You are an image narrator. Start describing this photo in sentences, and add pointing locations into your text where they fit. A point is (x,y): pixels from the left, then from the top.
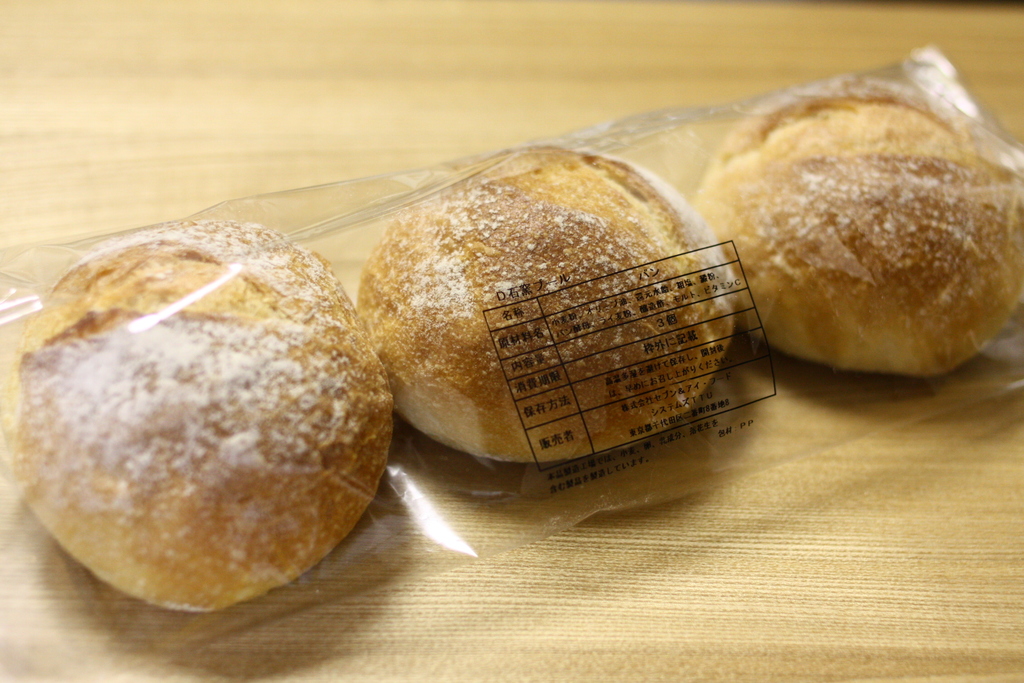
In this picture, we see eatables (246,328) placed in the plastic cover (455,466) are placed on the table (574,582). This picture is blurred in the background (440,93).
